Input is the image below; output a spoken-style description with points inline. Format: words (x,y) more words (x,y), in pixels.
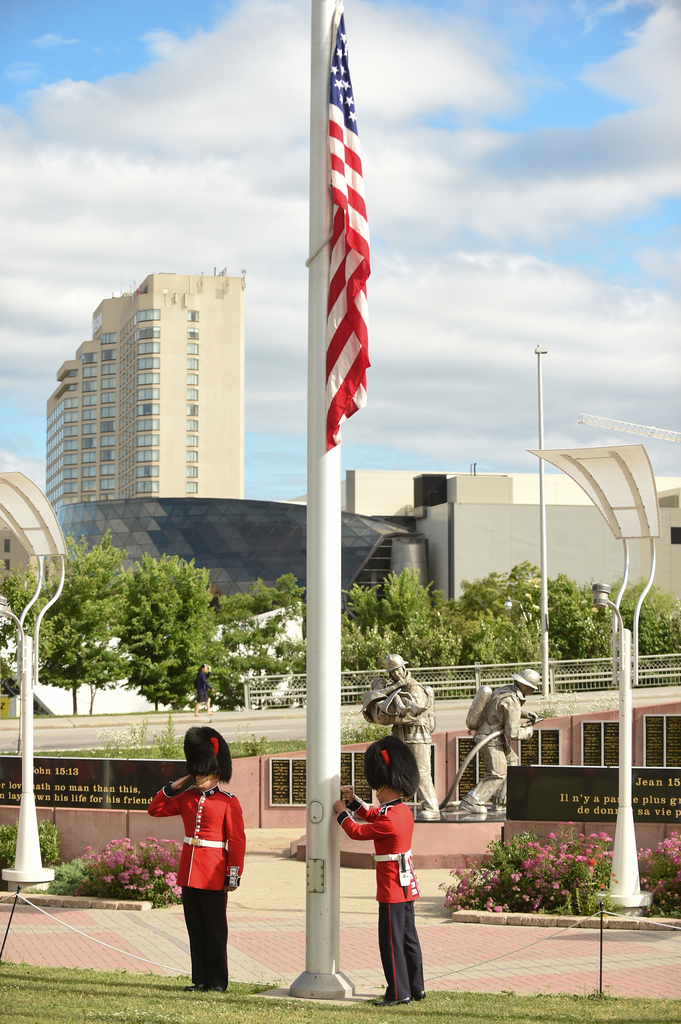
This image consists of two persons (235,888) wearing red dresses (395,812) and standing near the pole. In the background (376,610), there are many trees (440,597) and buildings (54,448). In the middle (362,374), we can see a flag (338,191). At the top (398,323), there are clouds (206,233) in the sky (134,50).
